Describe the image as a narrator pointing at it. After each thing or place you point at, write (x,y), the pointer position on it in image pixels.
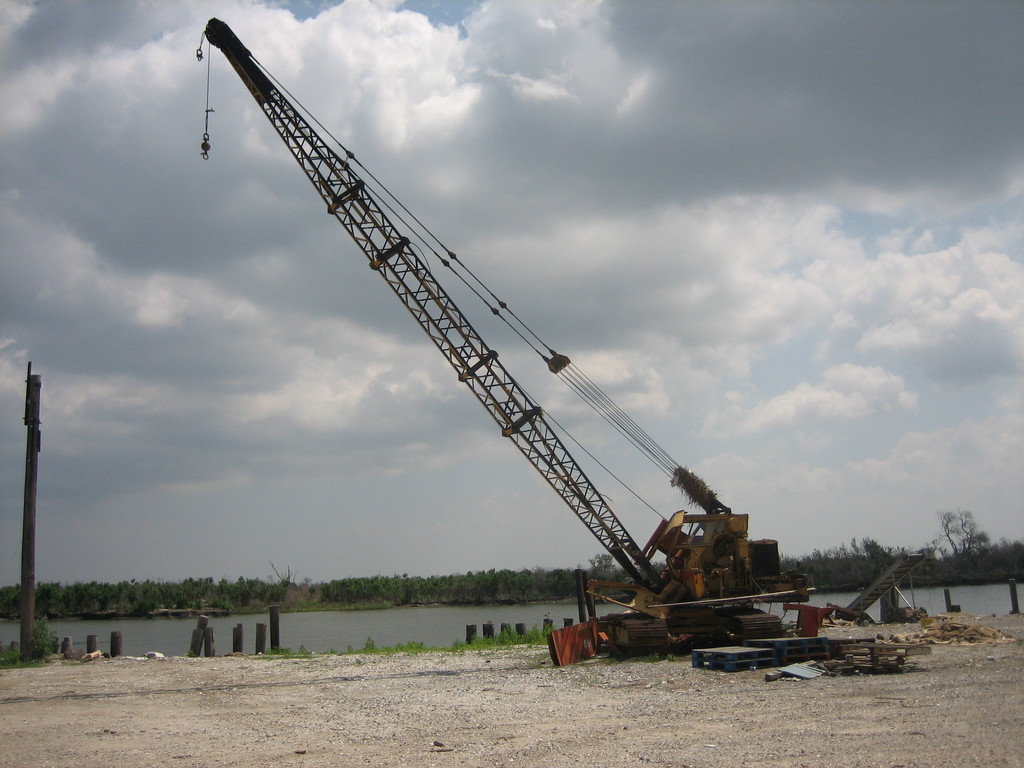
This picture shows a crane (600,532) and we see water (230,622) and trees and a blue cloudy sky (400,389) and we see a pole (26,516) and few wooden planks (815,656) on the side.
